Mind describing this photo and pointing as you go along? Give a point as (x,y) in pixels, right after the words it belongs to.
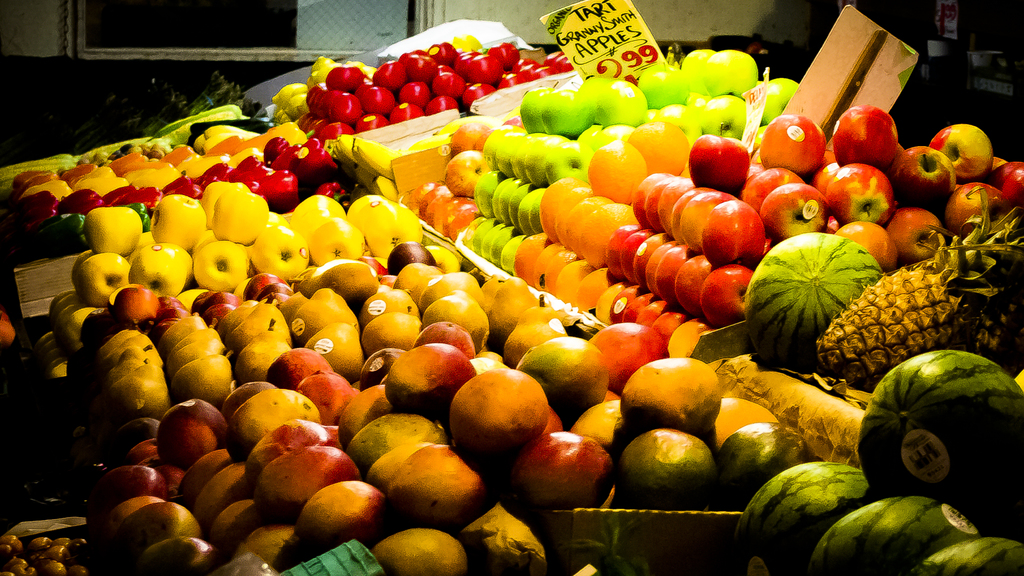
In this picture we can see few apples (613,249), watermelons (790,352), pineapple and other fruits (416,254) in the crates (475,264), and also we can see few boards (615,37).
